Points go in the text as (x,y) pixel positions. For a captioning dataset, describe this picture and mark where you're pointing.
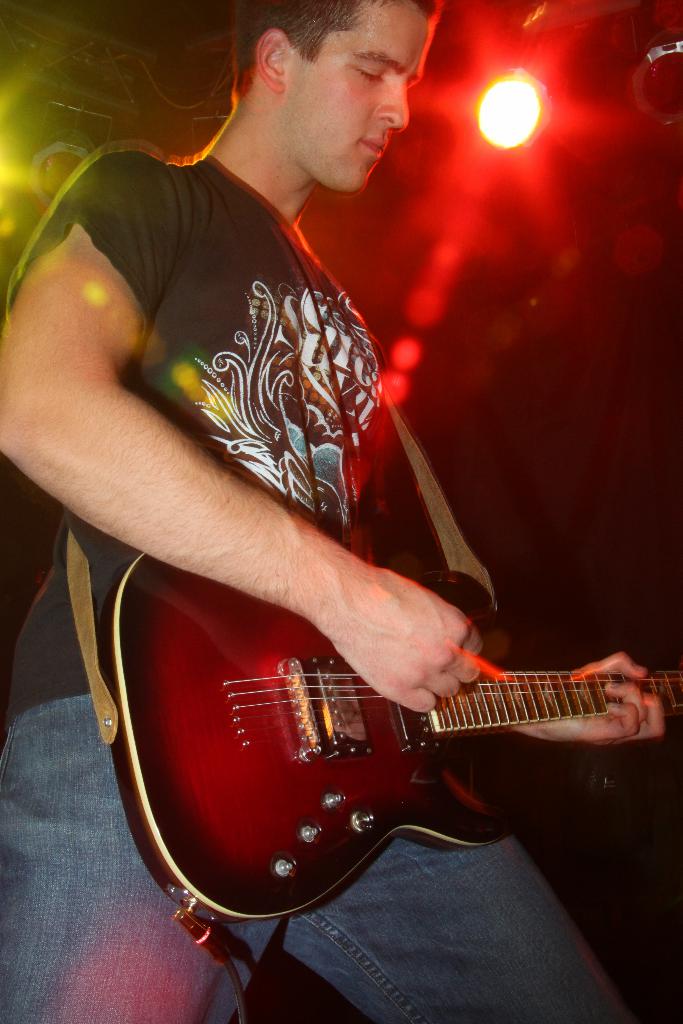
This is the picture of a man (246,494) in black t shirt (267,464) holding a guitar (280,761). Background of this man (167,498) is a light (500,91) which is in red color.
